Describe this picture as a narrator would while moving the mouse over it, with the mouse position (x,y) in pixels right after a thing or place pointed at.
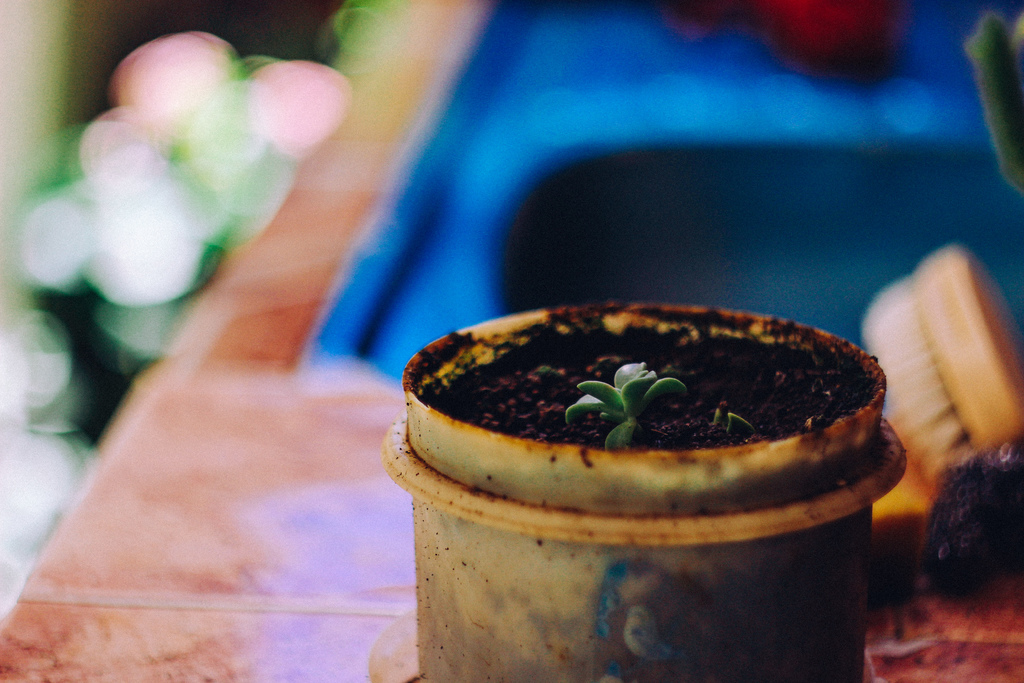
In the image in the center (366,395) there is a table (143,626). On the table (312,654), we can see one plant pot (545,445), one plant (639,389) and few other objects (537,182).
